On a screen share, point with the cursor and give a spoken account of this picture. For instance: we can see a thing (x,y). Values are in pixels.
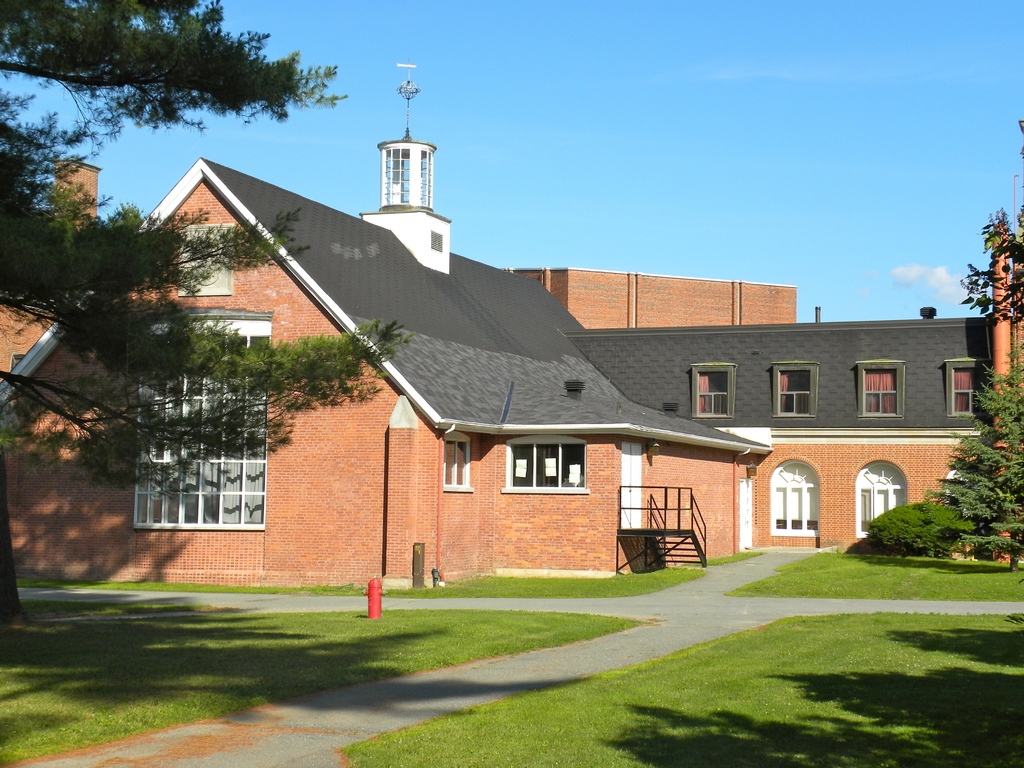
In this image in the center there is grass (221,700) on the ground (352,666) and there is a fire hydrant (375,611) which is red in colour. In the background (398,456) there are buildings (472,394), there are trees (977,425) and there is a staircase (684,533) which is black in colour.
